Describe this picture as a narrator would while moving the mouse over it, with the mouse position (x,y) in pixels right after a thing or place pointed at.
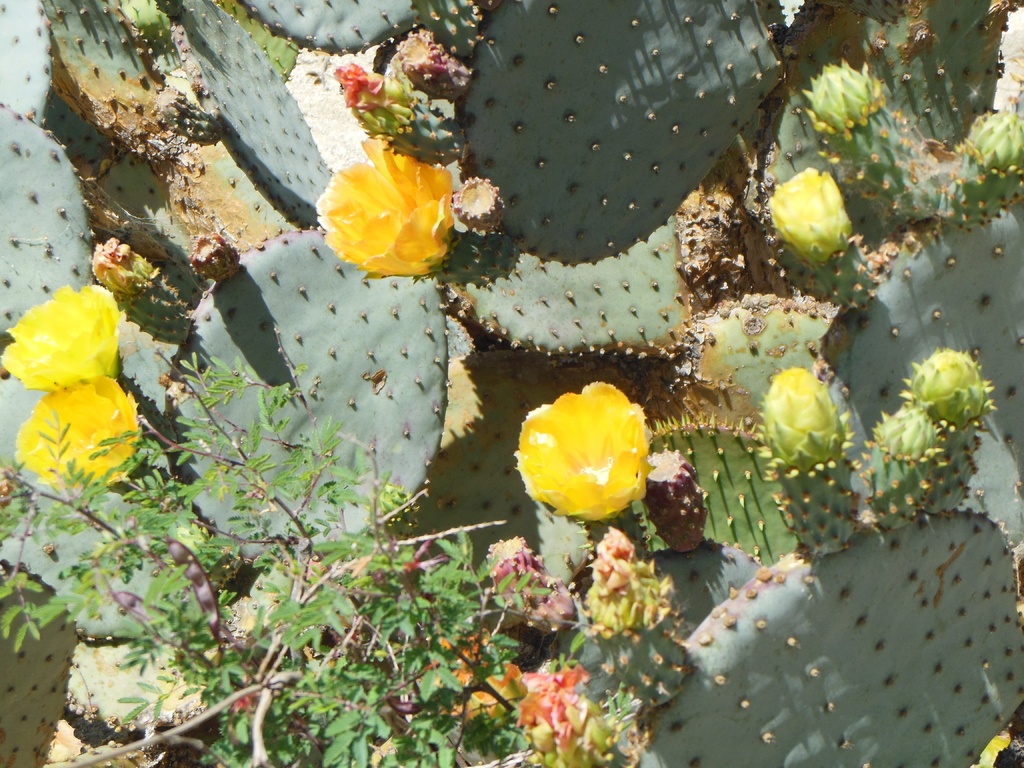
In this picture we can see few flowers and plants (498,297).
